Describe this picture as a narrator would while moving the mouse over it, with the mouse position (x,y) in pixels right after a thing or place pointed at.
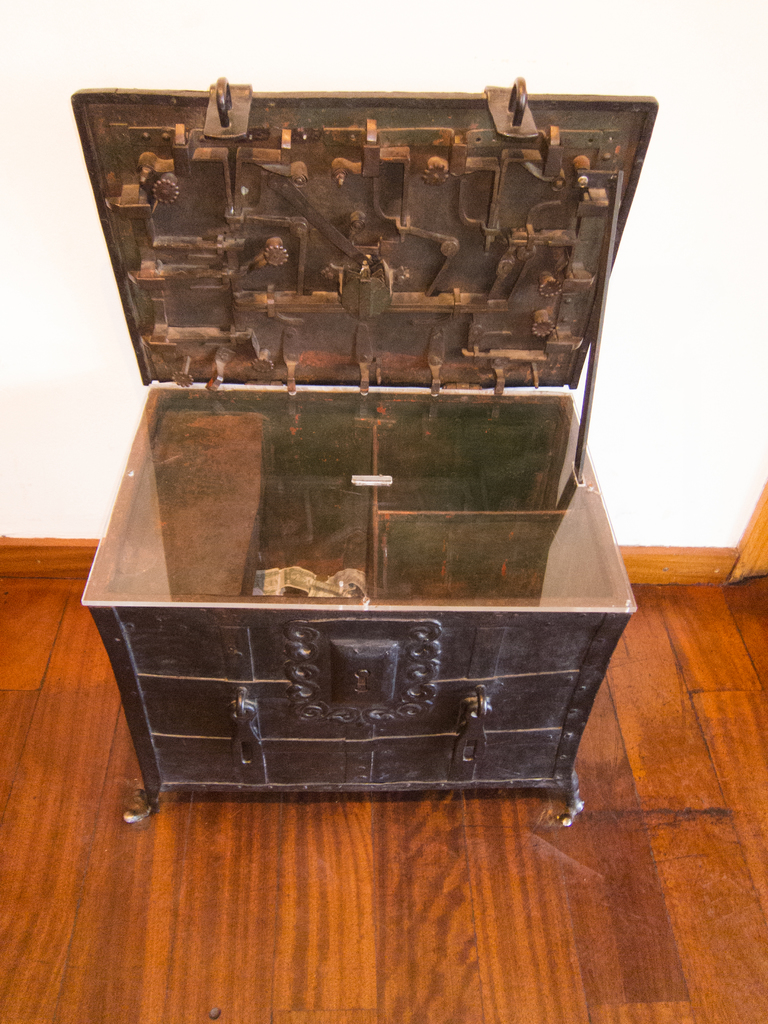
This picture consists of box (412,696) kept on wooden floor (441,892), in the background (67,125) it might be the wall (7,187).
